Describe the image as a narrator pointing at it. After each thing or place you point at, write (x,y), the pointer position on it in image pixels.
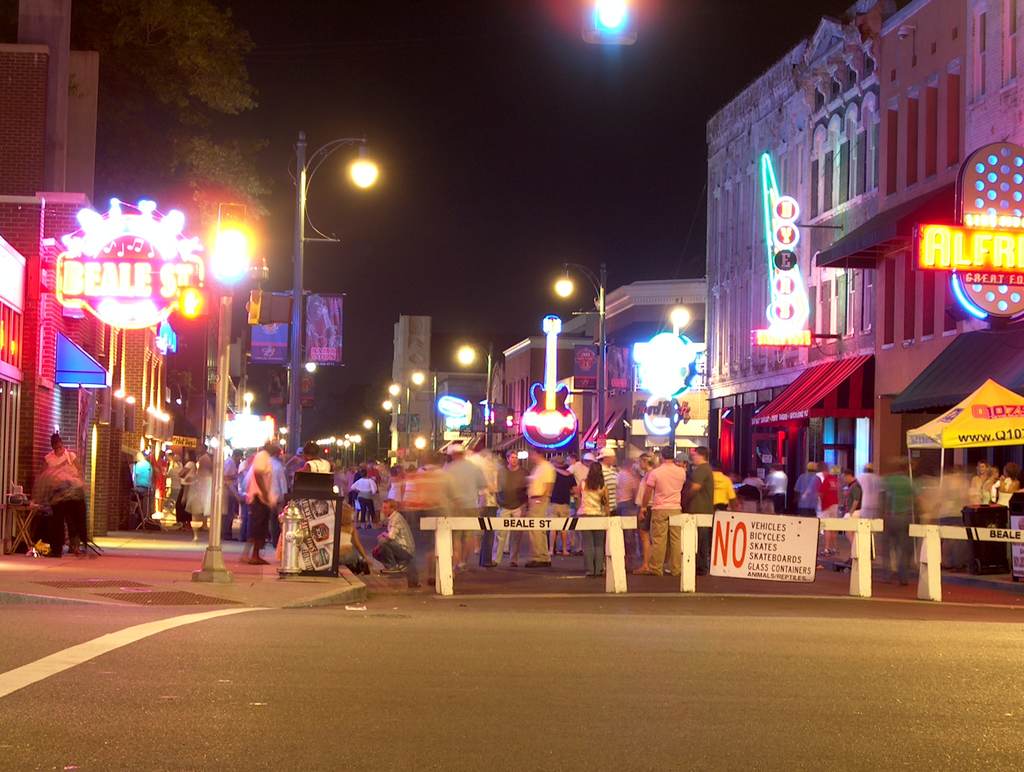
In the picture I can see people (687,475) are moving on the road (78,743) and we can see boards (763,562), LED boards (1004,221), light poles (227,322), buildings (128,396) on either side of the image, we can see the fire hydrant (290,552), trees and the dark sky (266,160) in the background (446,339).
